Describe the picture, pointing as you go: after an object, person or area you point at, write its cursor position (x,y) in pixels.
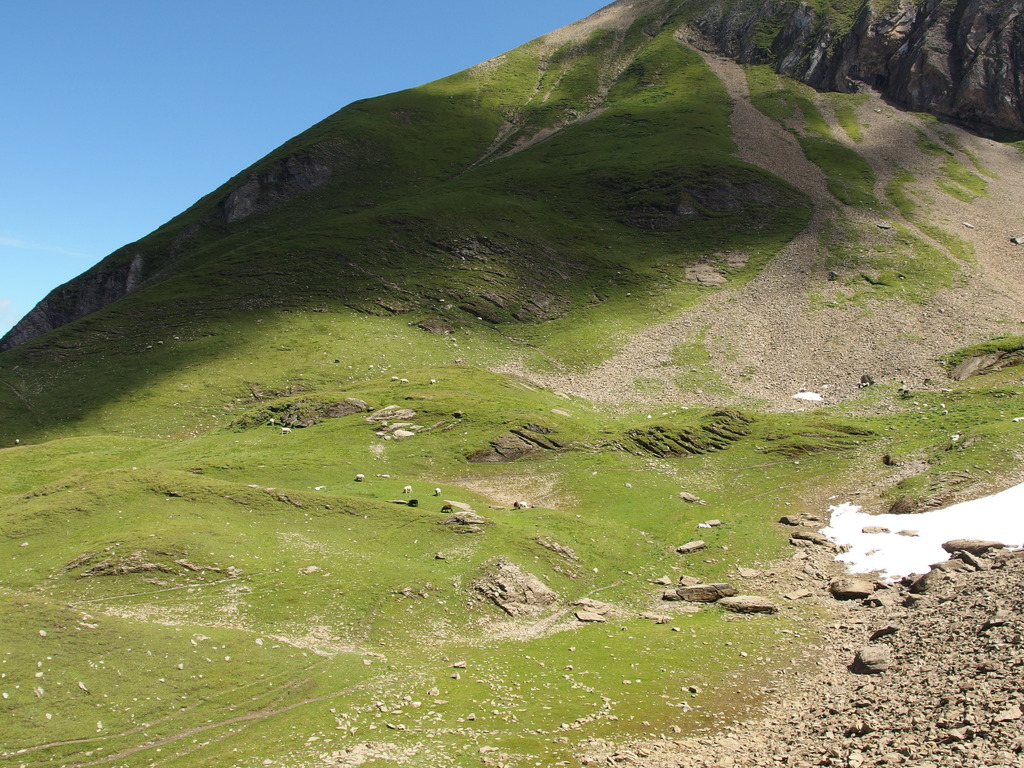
In this image I can see the mountains (743,332). On the mountain (688,326) there is a grass (597,593). To the side I can see the rocks (847,614). In the background (223,98) there is a blue sky (206,76).
